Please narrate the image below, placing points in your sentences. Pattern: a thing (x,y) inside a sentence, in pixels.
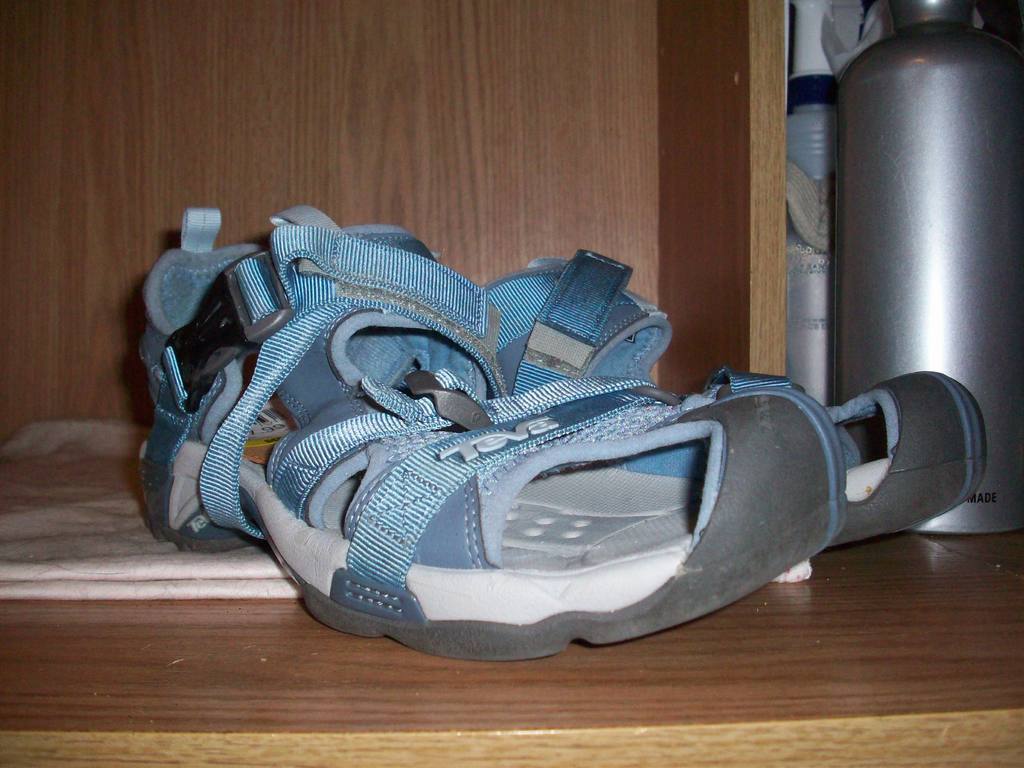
In this image we can see a pair of slippers (330,464) on the wooden surface (396,657).
